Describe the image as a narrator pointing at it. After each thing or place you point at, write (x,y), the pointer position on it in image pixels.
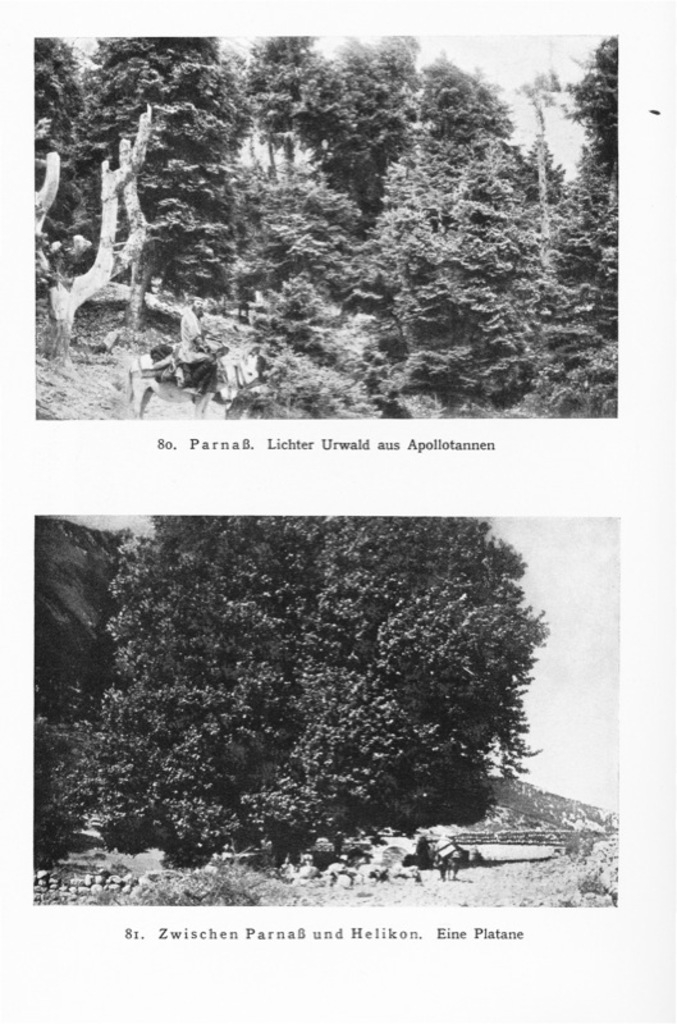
It is a black and white image. In this image we can see the images of trees (291,363), sky (535,604), animal (252,368) and also a person (218,356). We can also see the text (176,938).
